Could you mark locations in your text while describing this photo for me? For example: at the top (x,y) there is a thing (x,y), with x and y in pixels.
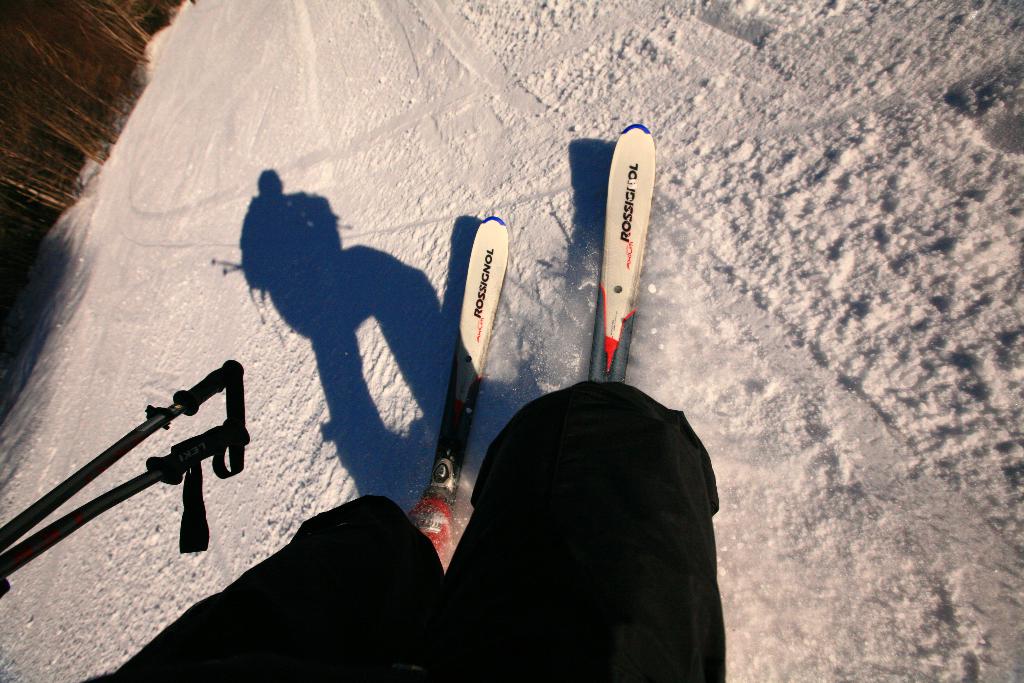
At the bottom of this image (397,585) I can see a person's legs (429,604) and also there are two skis (482,310) and sticks (122,448). Here I can see the snow (377,154). In the top left-hand corner (63,47) there is dry grass (39,51).
